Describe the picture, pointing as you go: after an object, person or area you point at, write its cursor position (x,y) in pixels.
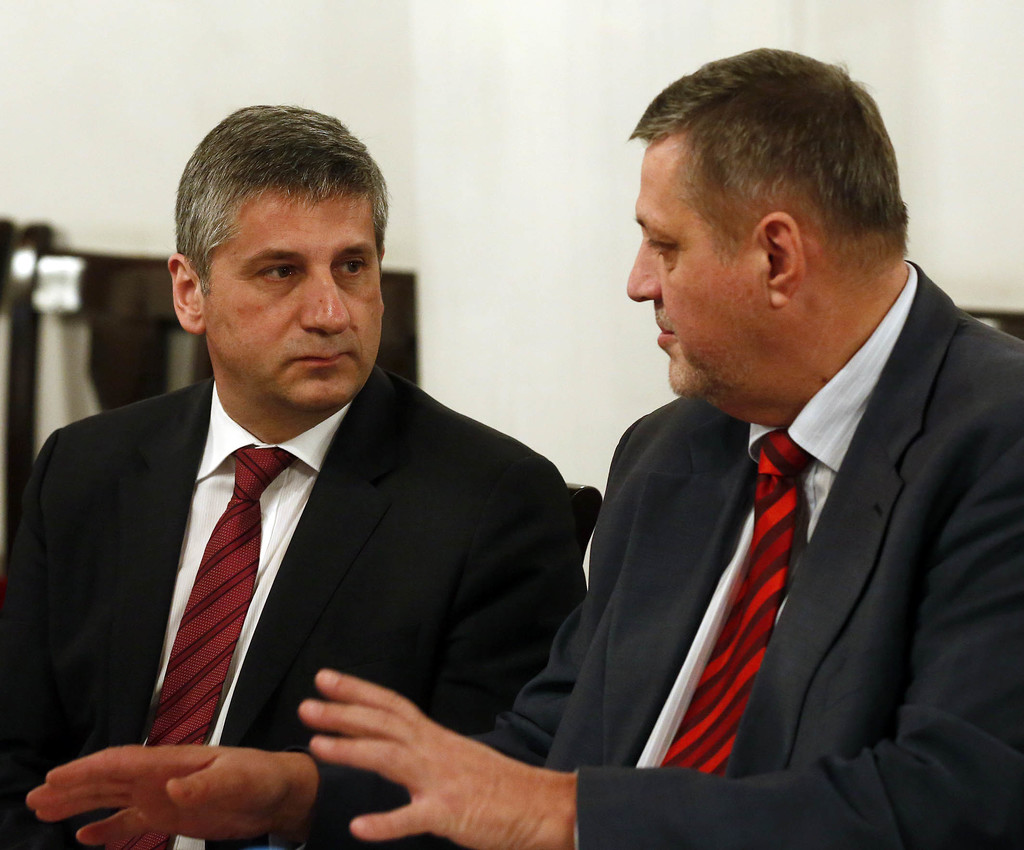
In this image I see 2 men (754,372) who are wearing black suits (352,508), white shirts (831,433) and ties (779,492). In the background (473,68) I see the white wall (544,144).
